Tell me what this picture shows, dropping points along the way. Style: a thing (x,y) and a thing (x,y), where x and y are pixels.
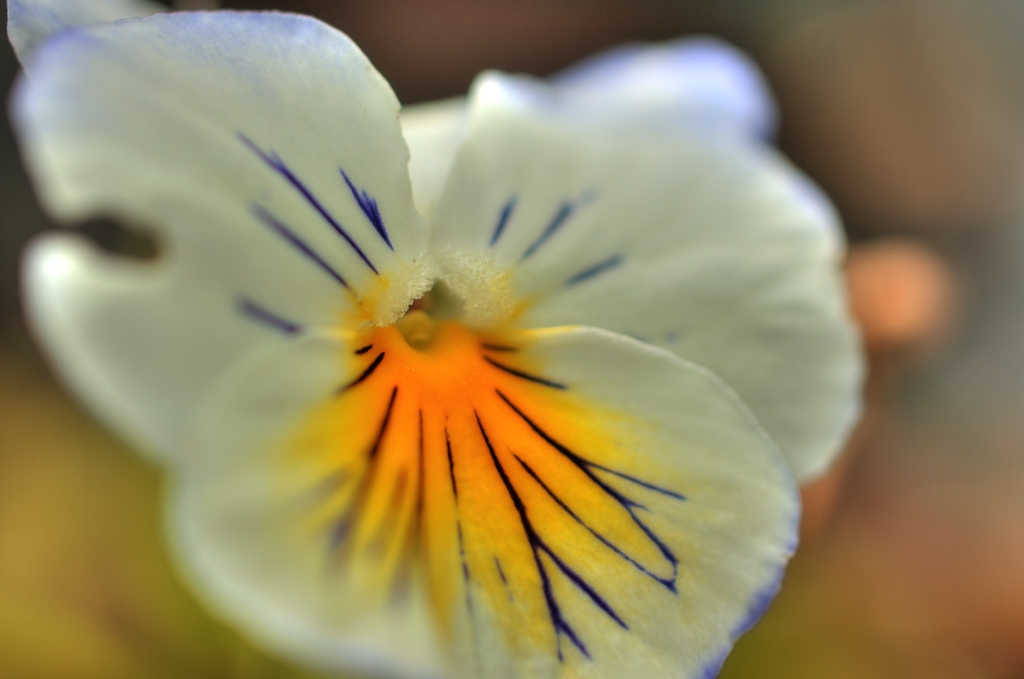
In this image we can see a flower (498,333).
